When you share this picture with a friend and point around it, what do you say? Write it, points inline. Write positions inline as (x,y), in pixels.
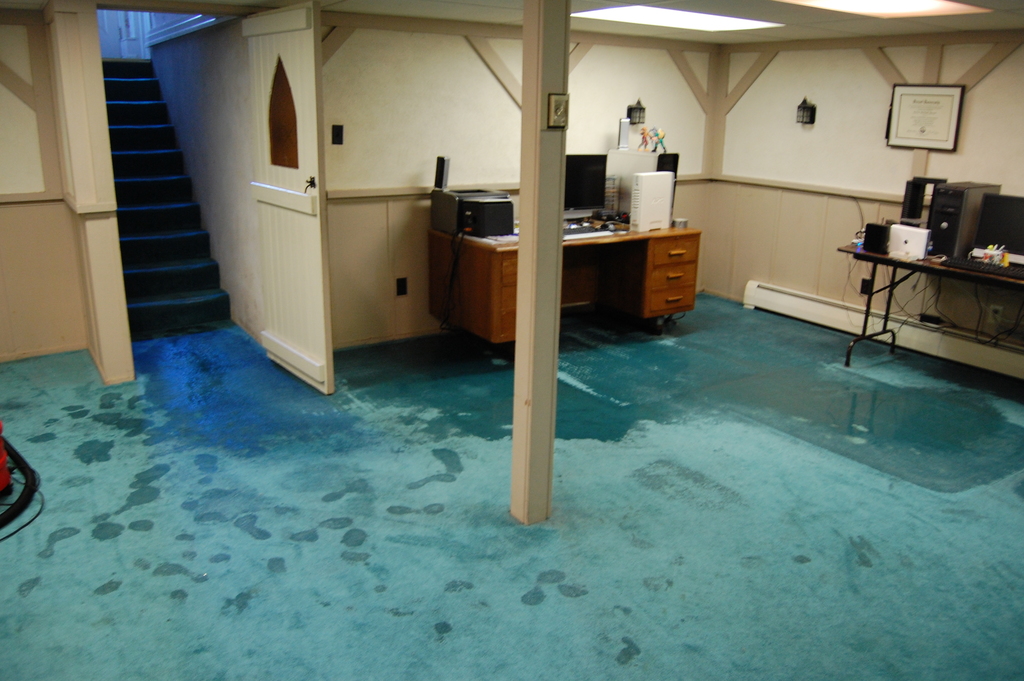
In this image there is a table (584,277) behind the pillar (543,265). On the table (588,243) there is a monitor (574,194) and few objects (577,225) on it. Right side (1002,266) there is a table (911,266) having a monitor (995,223), CPU (960,230) and few objects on it. A frame (906,118) is attached to the wall (655,122) having few lights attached to it. Left side (155,294) there is a staircase (175,201). Right top there are few lights (691,19) attached to the roof (784,22).
